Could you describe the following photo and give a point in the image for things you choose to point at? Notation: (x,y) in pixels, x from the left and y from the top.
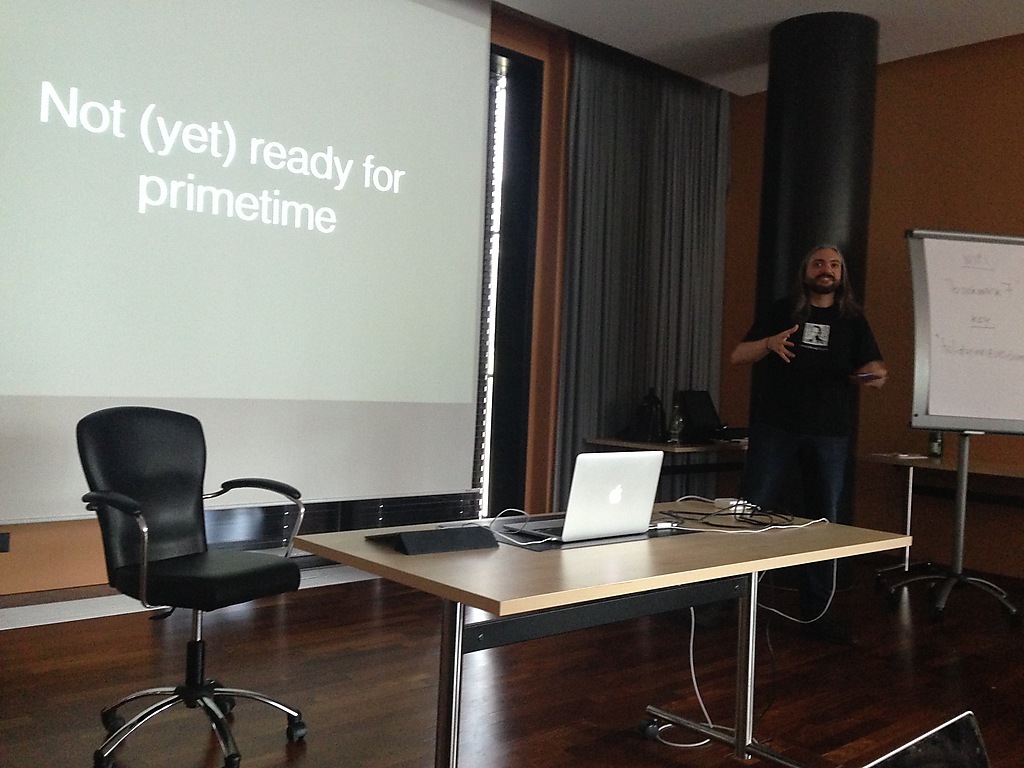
In this image, I can see a person (813,452) standing. This is the pillar (829,191). I think this is the screen (129,345) with the display (241,269). These are the curtains (574,259) hanging. Here is a chair (181,600). I can see a table (397,557) with a laptop (637,532), wires (714,516) and few other things (552,547) on it. On the right side of the image (940,407), that looks like a white board (946,344) with the stand (946,578). Here is another table (675,451) with few objects (697,419) on it. This is the floor (364,682).
